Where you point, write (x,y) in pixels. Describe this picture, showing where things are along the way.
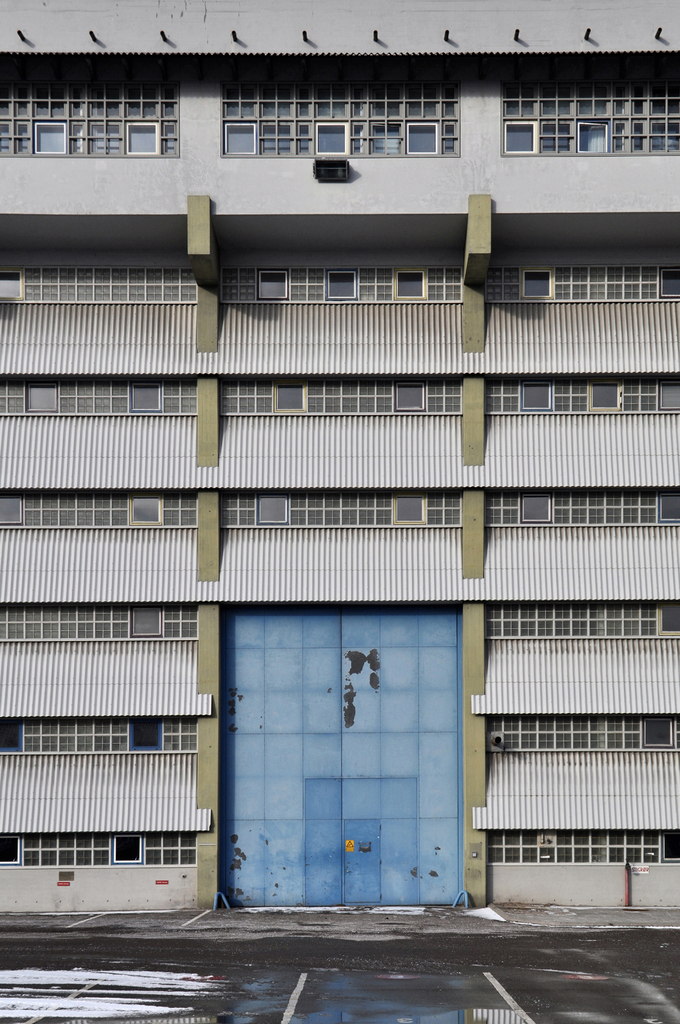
In this image I see a building (168,274) and there are number of windows (322,274) on it and I see the blue color door (352,673) over here and I see the ground (354,956) on which there is water (373,1009).
